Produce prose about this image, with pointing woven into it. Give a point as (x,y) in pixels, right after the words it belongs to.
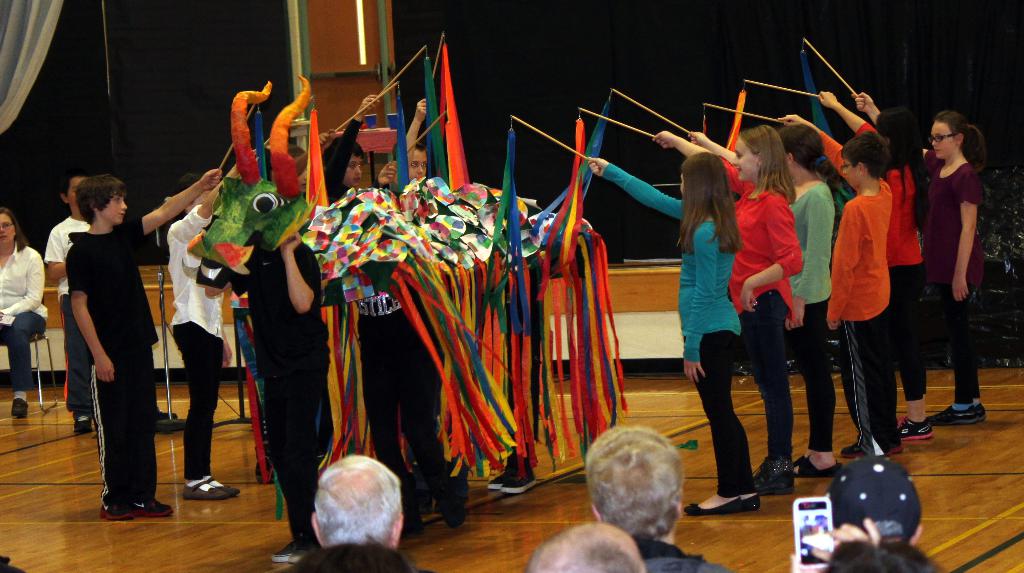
This image consists of many people (703,175) they are holding sticks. In the middle (467,251), we can see three persons (319,464) wearing costumes (231,266). At the bottom (442,518), there is a floor (711,522). In the background (194,111), there is a curtain (270,116).
